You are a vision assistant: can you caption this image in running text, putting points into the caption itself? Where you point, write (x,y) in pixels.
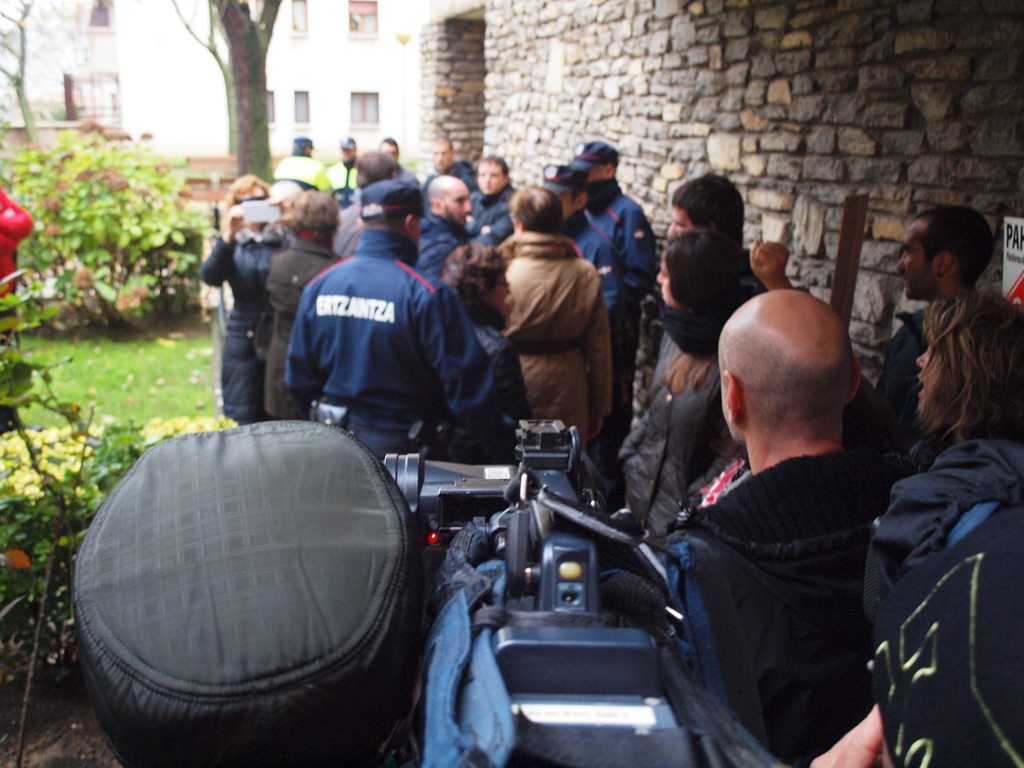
In this image there are a few people (422,279) standing, one of them is holding a camera (478,505) in his hand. On the right side of the image (897,44) there is a wall (954,92) of a building (810,117). On the left side of the image (56,554) there are plants (110,322), trees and grass (85,346). In the background (300,68) there is a building (326,76).
